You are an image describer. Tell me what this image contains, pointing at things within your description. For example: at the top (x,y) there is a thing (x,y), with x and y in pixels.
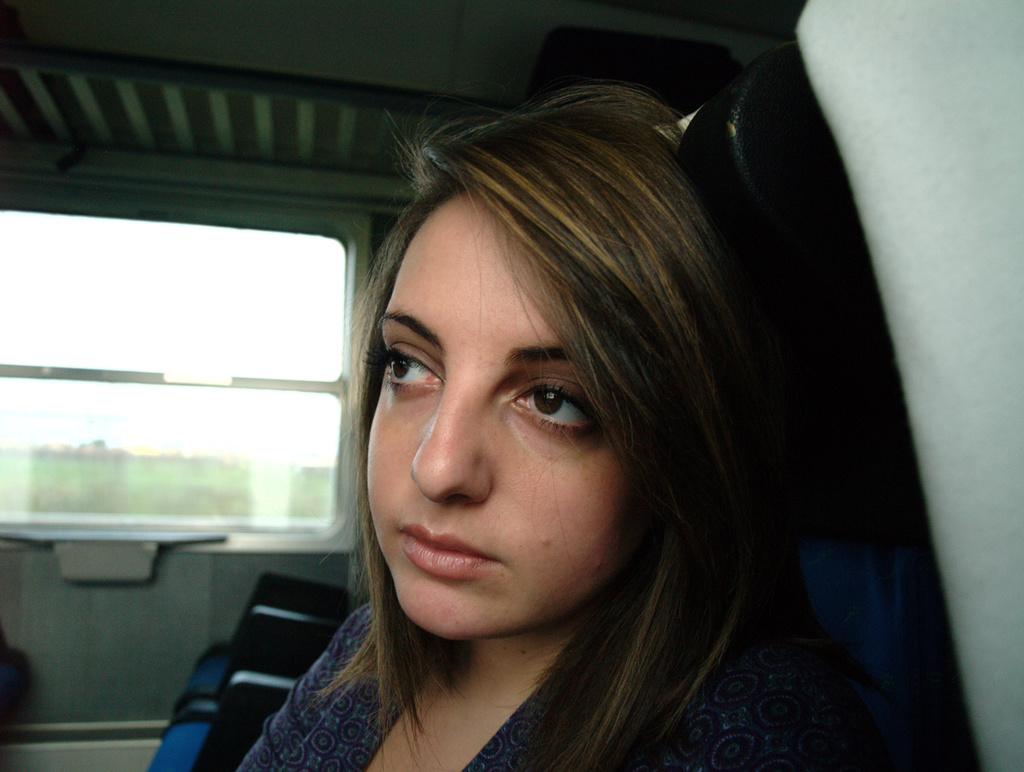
In this picture I can see a woman (677,541) in the middle (570,394), on the left side (11,258) there is a glass window (219,363).
